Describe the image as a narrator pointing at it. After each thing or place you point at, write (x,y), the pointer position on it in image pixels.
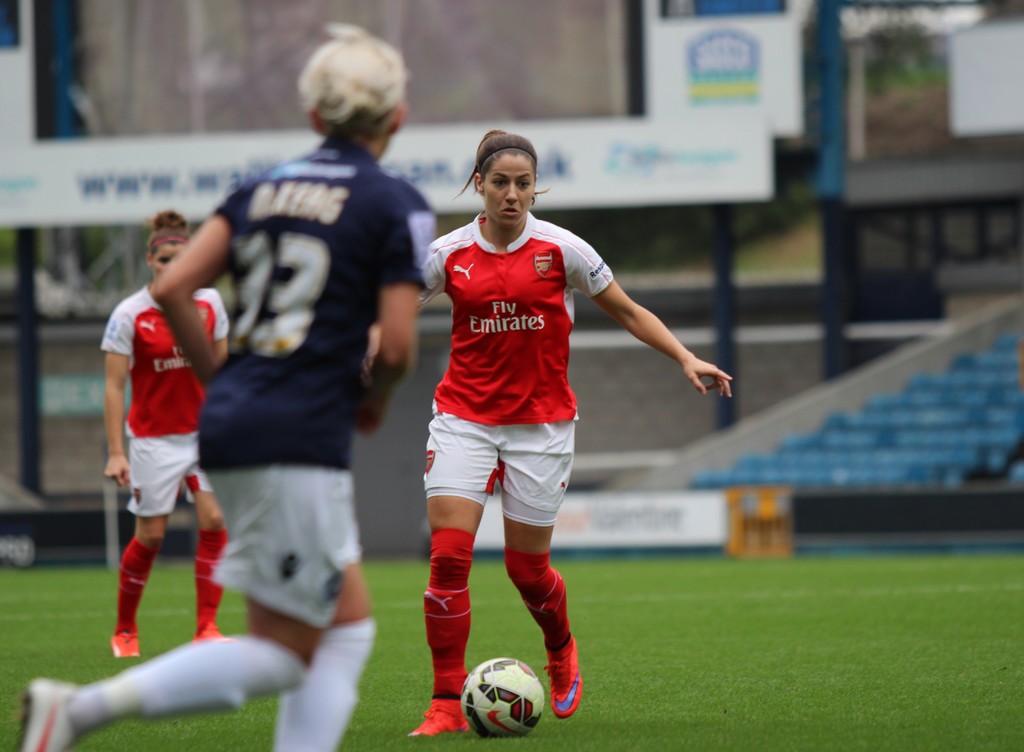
This image is taken in the stadium (609,529). In this image we can see there are three players (253,499) playing with a ball (482,707) in the playground (649,692).
